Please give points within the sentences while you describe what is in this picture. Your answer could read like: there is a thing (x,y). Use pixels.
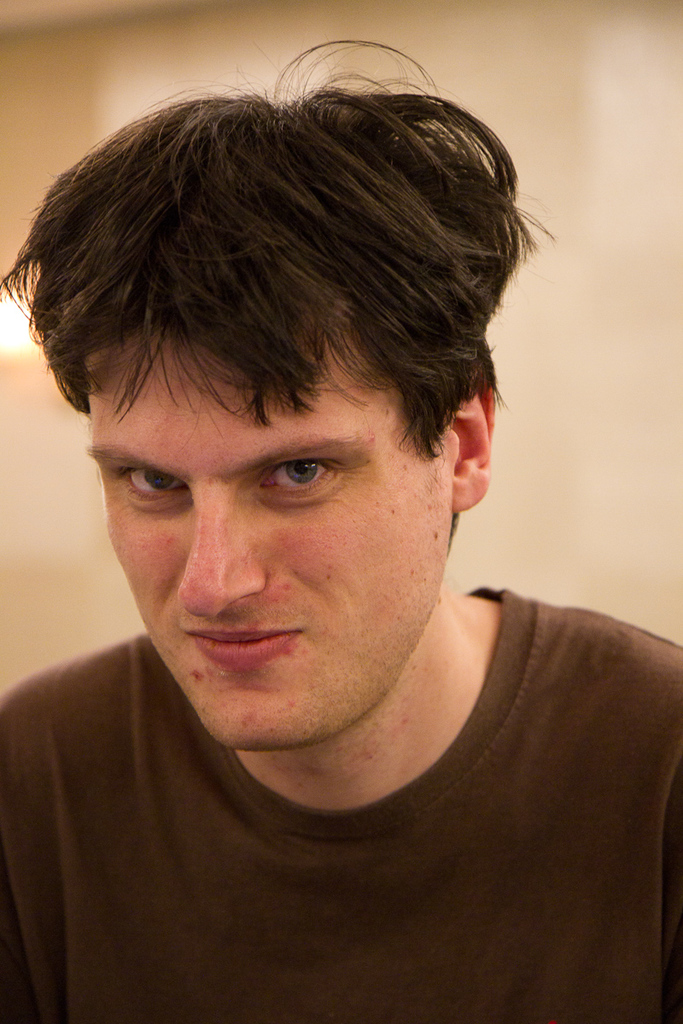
In this image in front (247,257) there is a person (243,320). Behind him there is a wall (589,203). On the left side of the image (11,314) there is a light (11,314).
